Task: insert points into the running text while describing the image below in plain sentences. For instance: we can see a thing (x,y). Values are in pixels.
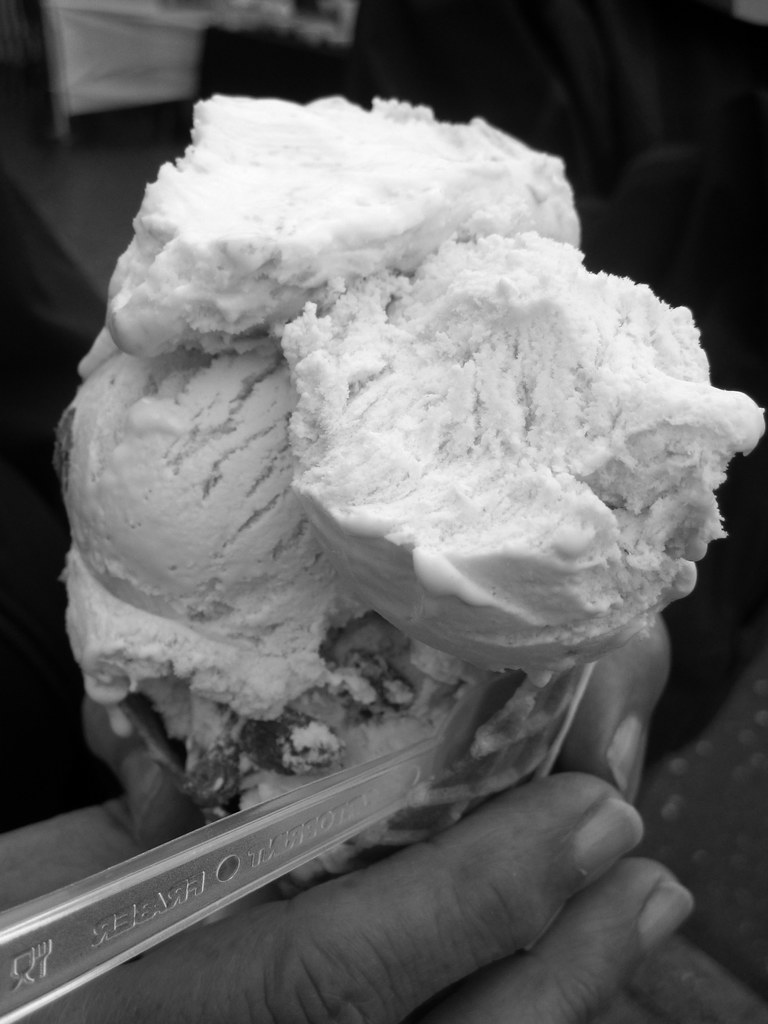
In this image we can see the hands (277,989) of a person (336,1004) holding the ice cream (294,386). Beside him there are a few objects (140,31).
